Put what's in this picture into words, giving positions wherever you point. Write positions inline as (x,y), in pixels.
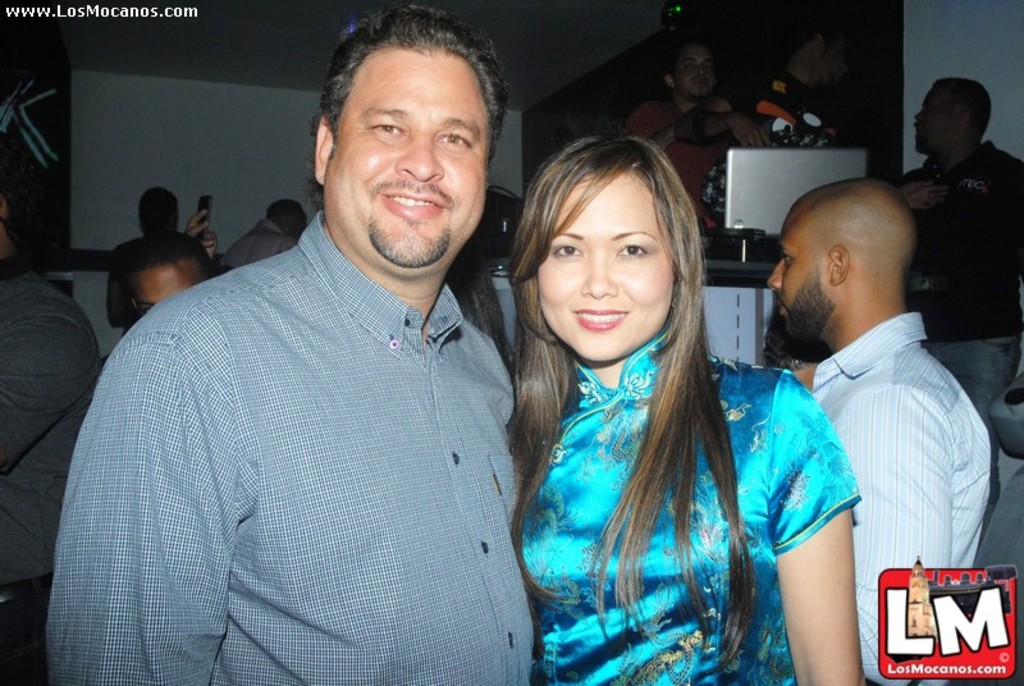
In this image we can see people (419,266) standing.
